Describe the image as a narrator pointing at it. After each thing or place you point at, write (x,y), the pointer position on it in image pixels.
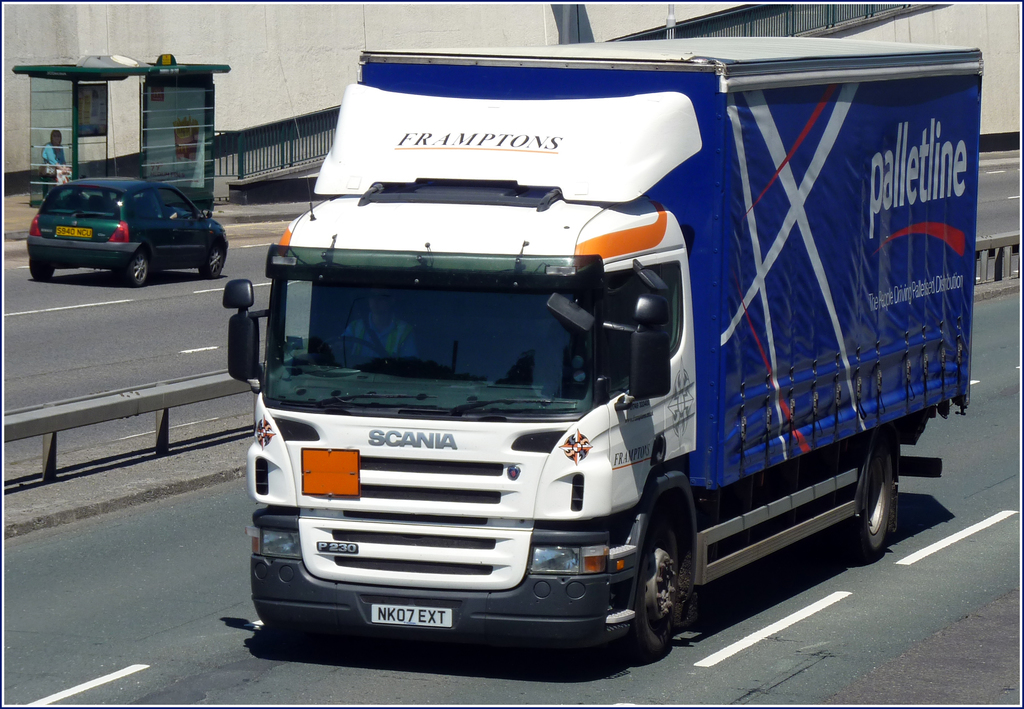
In this image we can see a person (368,338) sitting in a truck (450,559) parked on the road (541,648). To the left side of the image (104,231) we can see a car (74,234) and a person (49,156) sitting in a shed (51,106). In the background (225,99) we can see iron railing (738,16) and building (223,44).
